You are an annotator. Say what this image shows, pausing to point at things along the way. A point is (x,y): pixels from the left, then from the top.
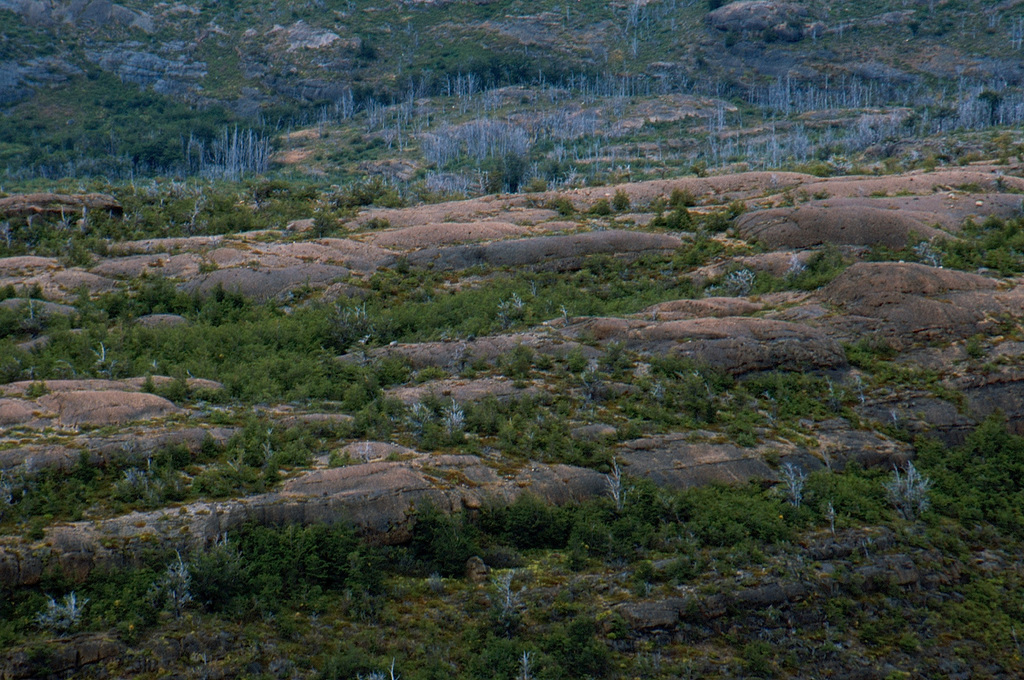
In this image there are few plants (714,400) on the rock (763,332). Top of image (329,150) there are few plants (387,82) and trees (354,113) are on the land (595,177).
